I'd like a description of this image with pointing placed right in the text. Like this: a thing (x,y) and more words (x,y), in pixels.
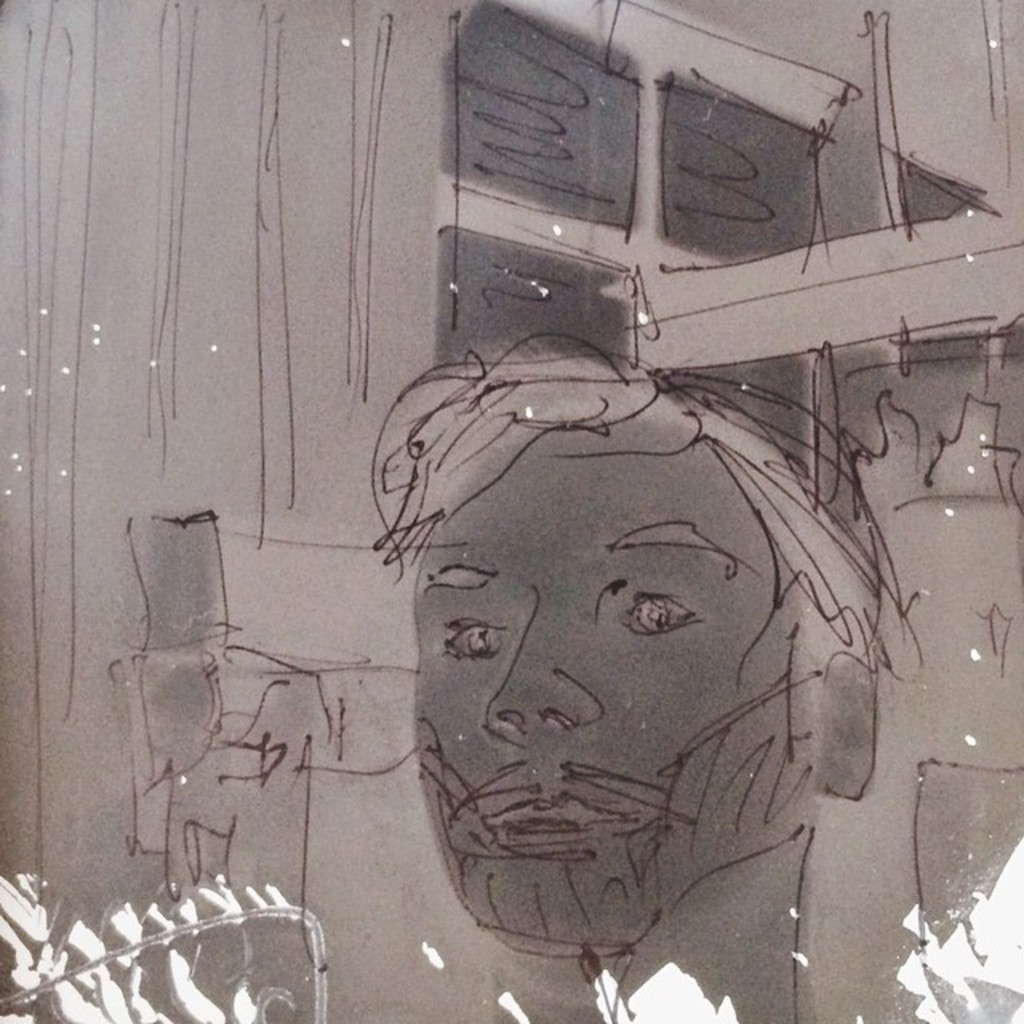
In this image there is a drawing (490,594), at the bottom (959,942) there is some light (202,1003).
